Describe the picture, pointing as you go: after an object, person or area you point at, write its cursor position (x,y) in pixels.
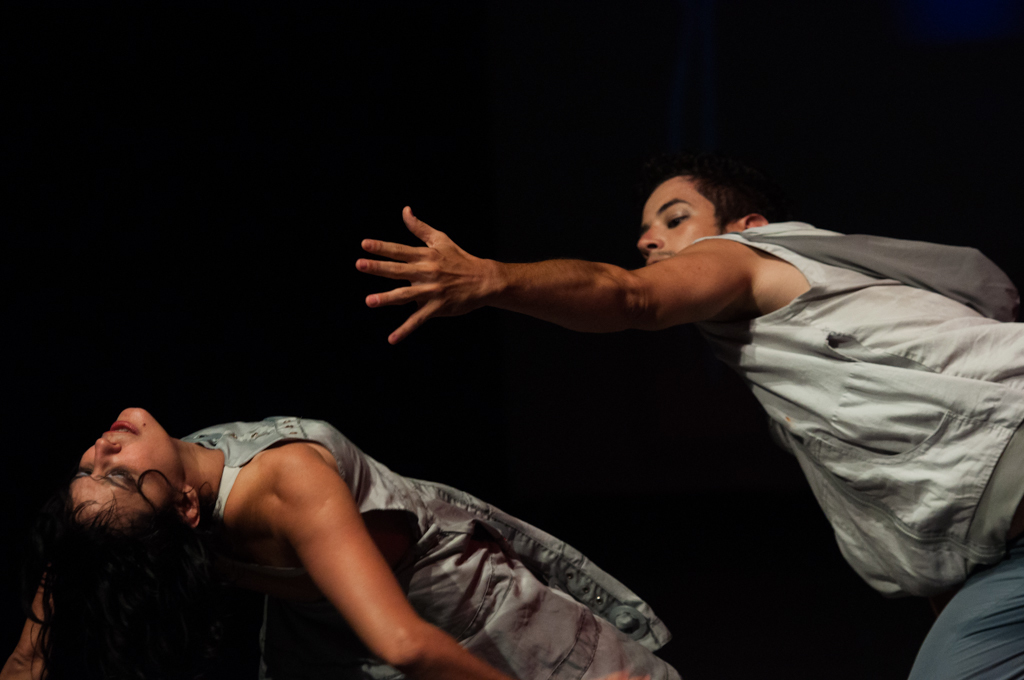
In this image we can see two persons (985,579). There is a dark background (359,189) in the image.
